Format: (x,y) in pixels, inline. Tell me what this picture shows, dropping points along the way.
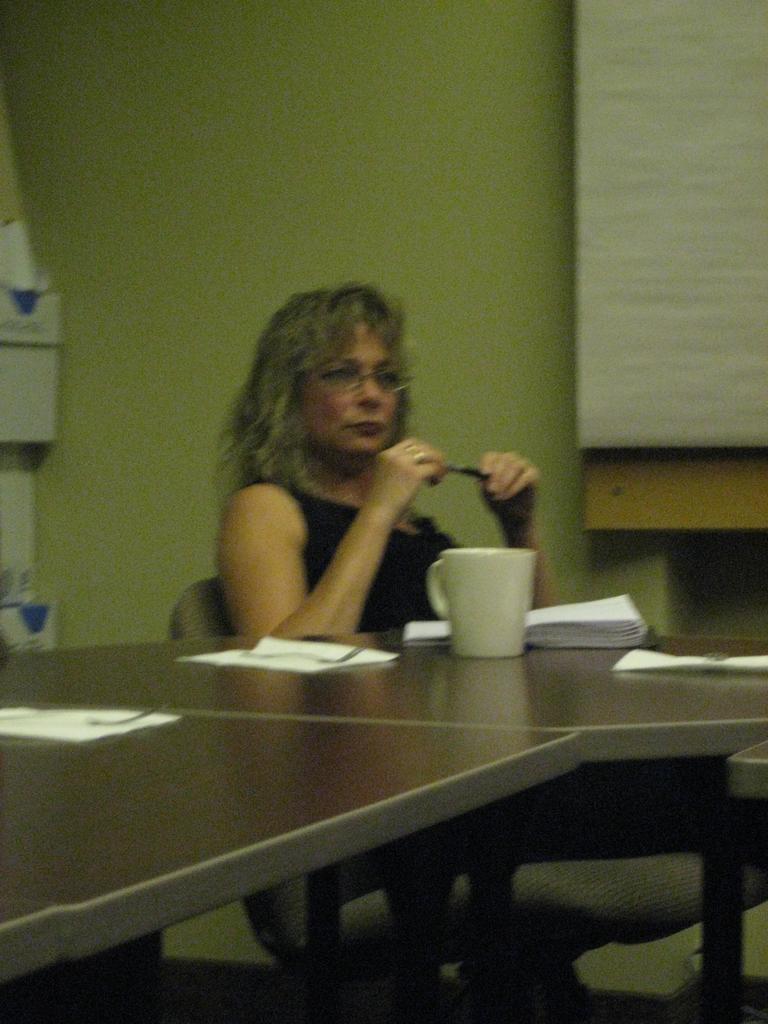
In this image we can see a woman (353,559) sitting on the chair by holding a pen (467,468) in her hands (442,466). In front of her there is a table (239,778) upon which a cup (506,577), few papers (569,628) are placed on it. In the background (425,87) there is a wall (383,111).
